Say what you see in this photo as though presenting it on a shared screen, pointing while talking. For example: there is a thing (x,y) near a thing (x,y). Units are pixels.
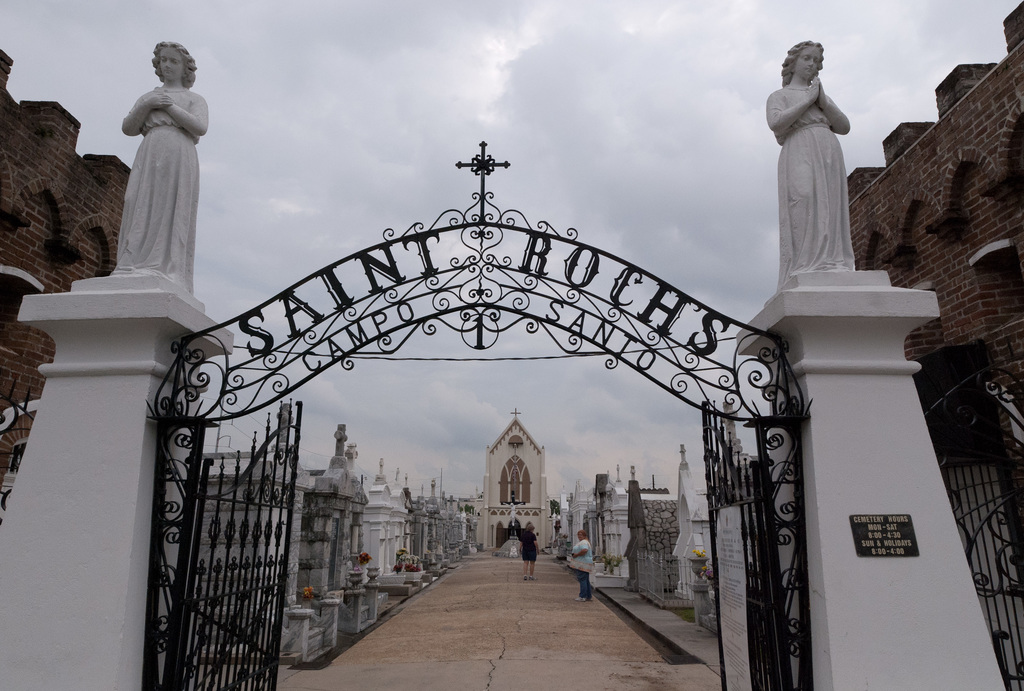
In this image there is a church (514,429), in front of the church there is a gate (219,559) with an arch (773,387) and on either side of the gate (521,302) there are statues (187,215) and buildings (970,240). In the background (515,134) there is the sky (515,134).
